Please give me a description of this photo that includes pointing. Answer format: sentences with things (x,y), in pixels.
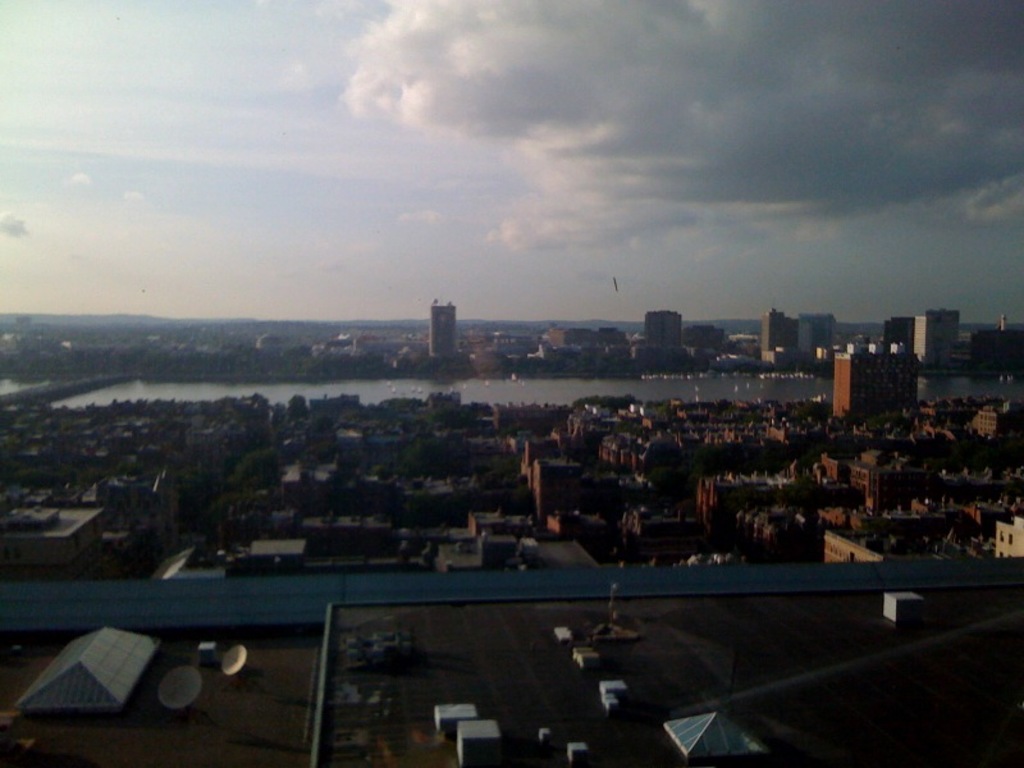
In this picture we can see satellite dishes (164,687) and objects (70,692) on the roof top (429,658). We can see buildings (74,560), trees (412,438) and water (699,396). In the background of the image (606,79) we can see sky (606,37) with clouds (606,51).
